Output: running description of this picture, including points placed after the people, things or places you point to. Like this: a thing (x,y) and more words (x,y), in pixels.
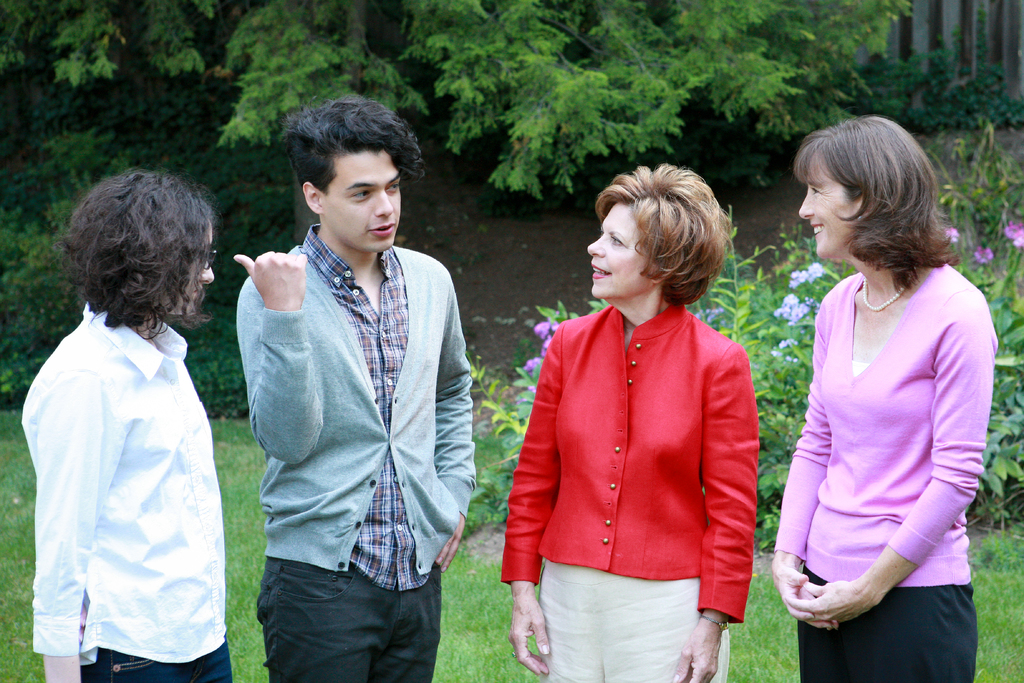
In this picture I can see four persons (458,437) standing, there are plants (771,327) with flowers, there is grass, and in the background (700,169) there are trees (134,6).
